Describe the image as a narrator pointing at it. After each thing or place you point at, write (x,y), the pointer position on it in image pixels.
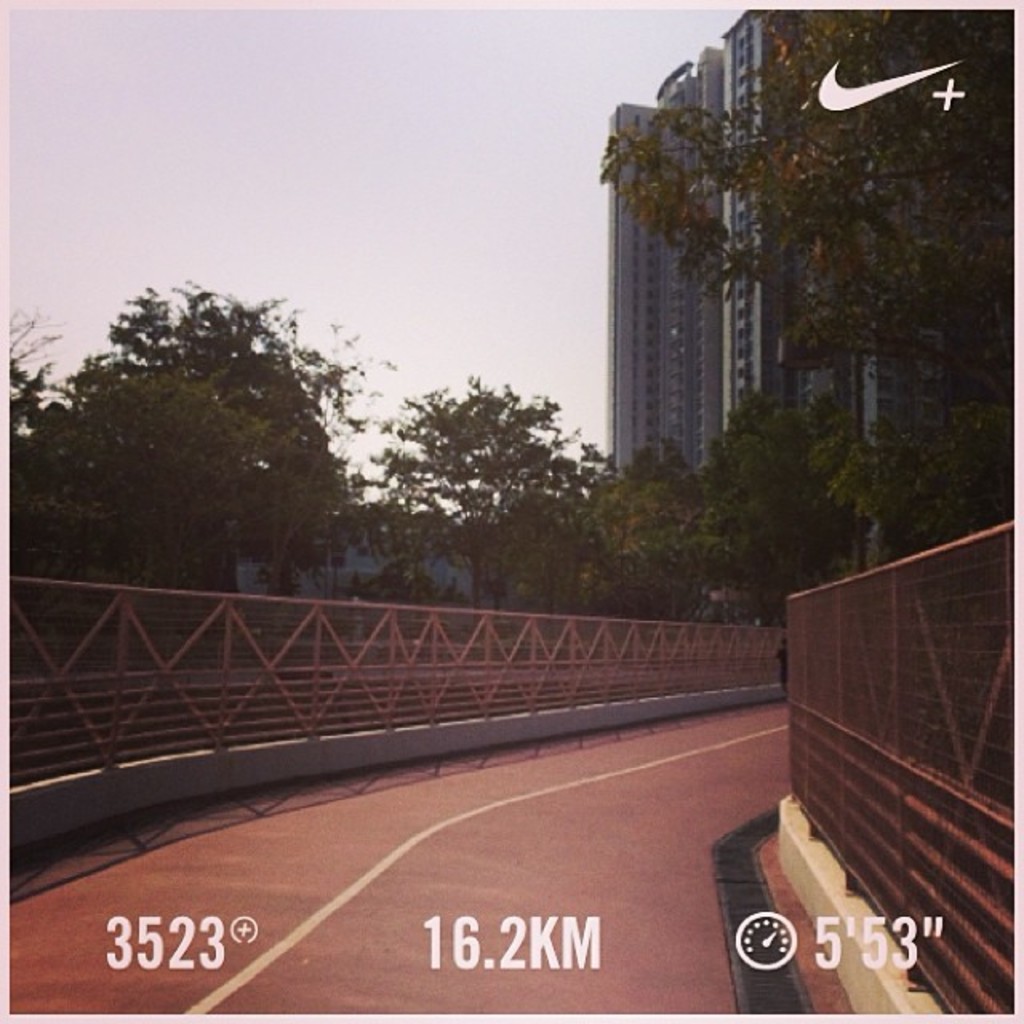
There is a road (402,885) and a watermark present at the bottom of this image (531,964). We can see a fence (277,706), trees (188,586) and a building (865,418) in the background (675,493) and the sky (288,243) at the top of this image (345,151).
